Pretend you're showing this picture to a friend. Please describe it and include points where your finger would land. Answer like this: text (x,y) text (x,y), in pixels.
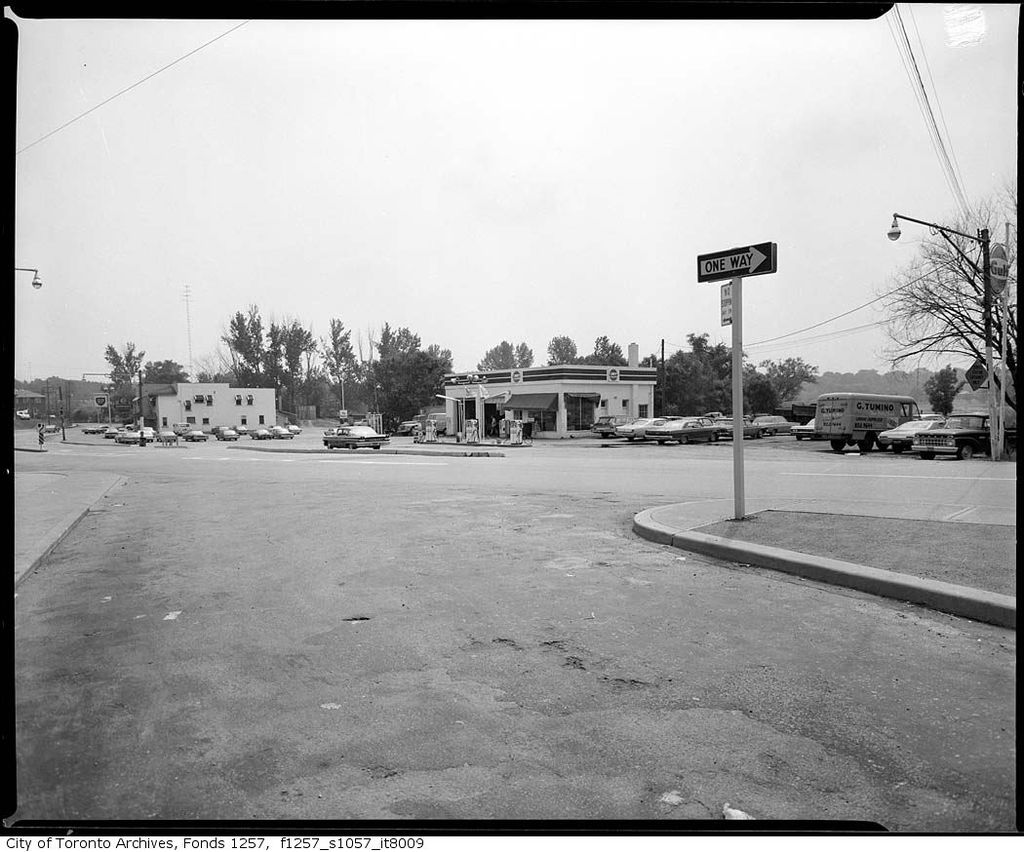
In this black and white image, we can see some trees (676,373). There are buildings (217,403) in the middle of the image (593,397). There are cars (918,425) on the road (925,465). There is a sign board (977,373) and street pole (737,418) on the right side of the image (741,397). There is a sky (407,98) at the top of the image (408,105).
